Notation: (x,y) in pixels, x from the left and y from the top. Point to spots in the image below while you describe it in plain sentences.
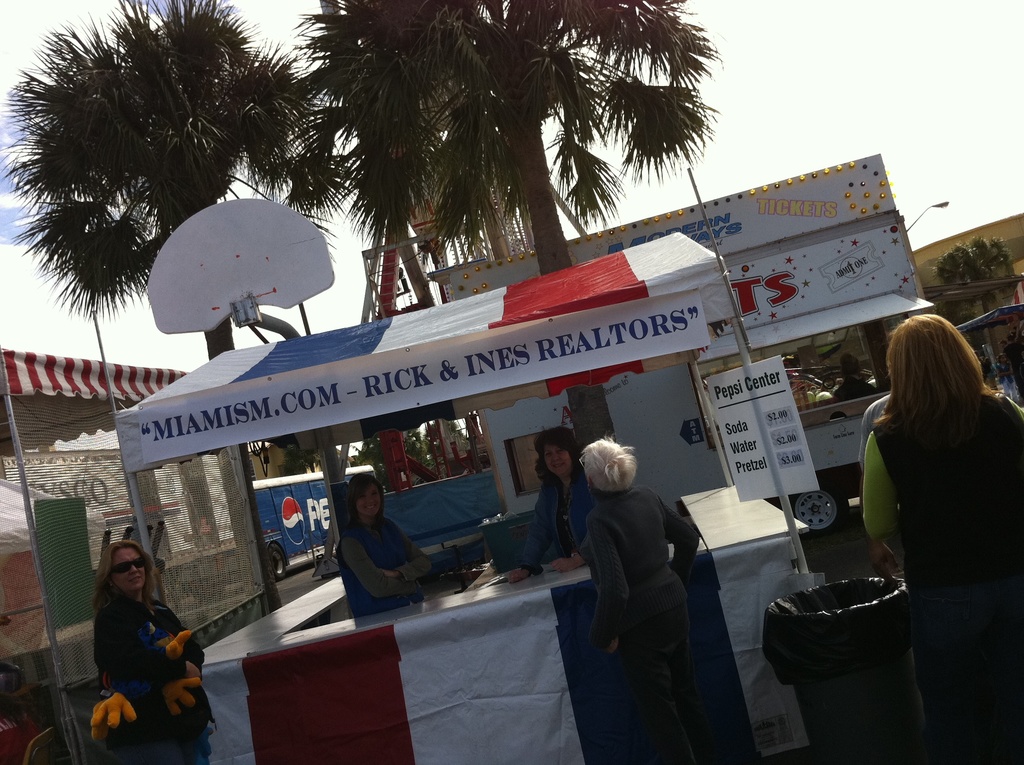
In this picture we can see a group of people (968,382) standing, dustbin (899,682), poles (719,435), posters (692,426), vehicles (792,394), trees (236,147) and in the background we can see the sky (728,105).
